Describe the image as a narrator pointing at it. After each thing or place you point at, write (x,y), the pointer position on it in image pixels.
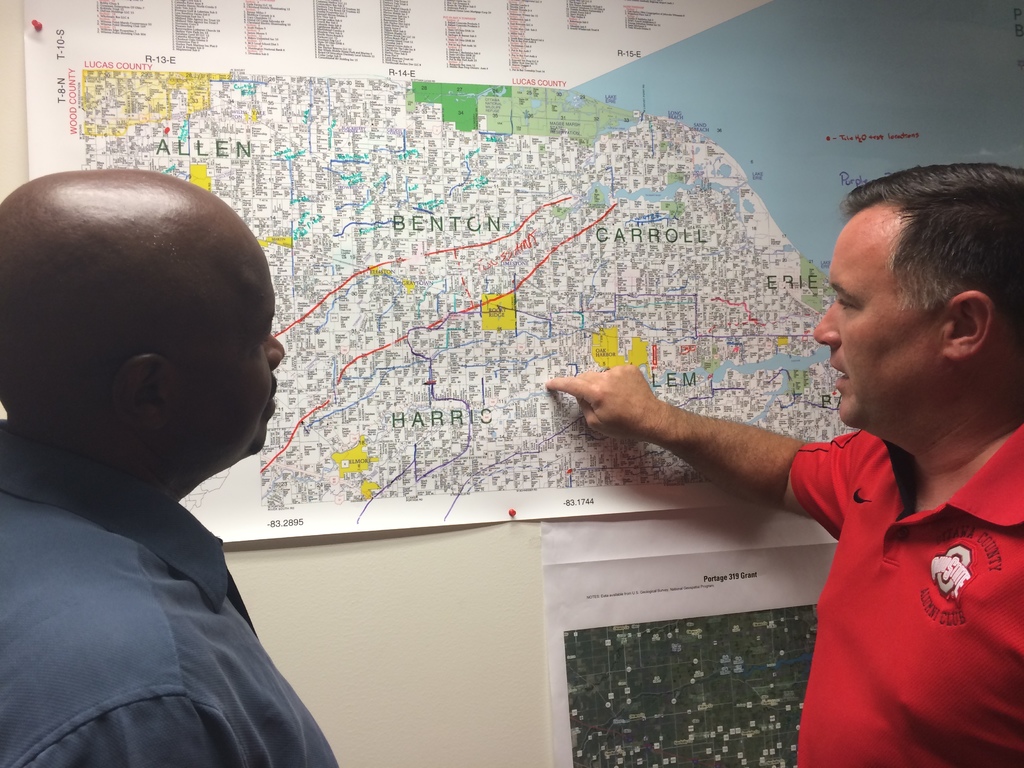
In this image there are two men (814,723) standing, in the background (848,97) there is a wall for that wall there is a map (501,149).
